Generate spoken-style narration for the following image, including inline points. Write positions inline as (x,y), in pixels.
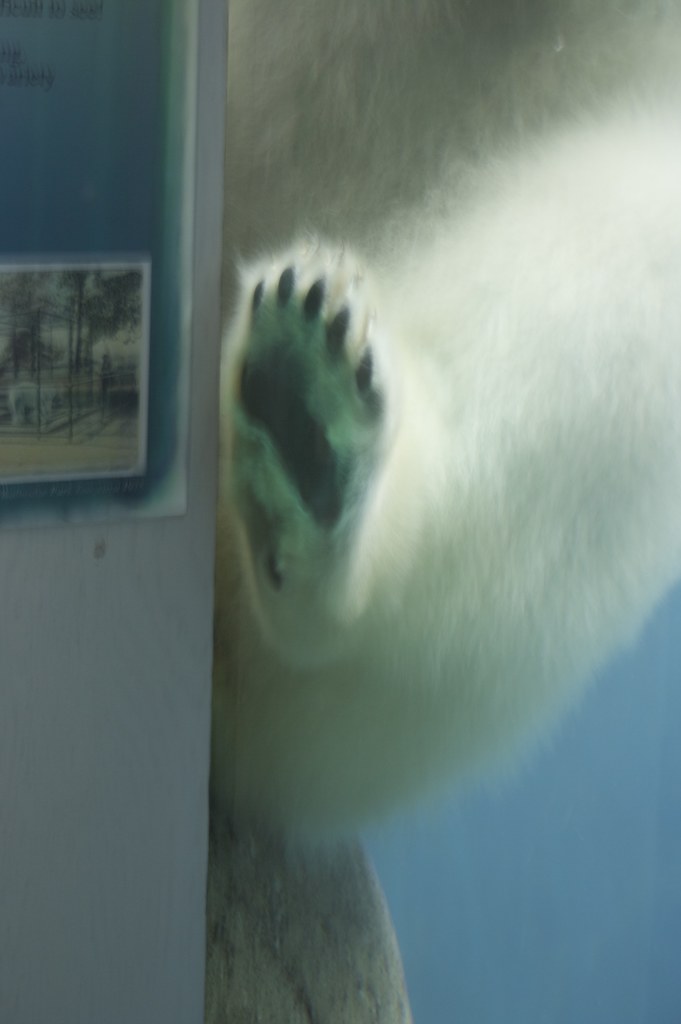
This picture shows a bear (254,351) and we see a poster (121,241) on the wall (173,623).
